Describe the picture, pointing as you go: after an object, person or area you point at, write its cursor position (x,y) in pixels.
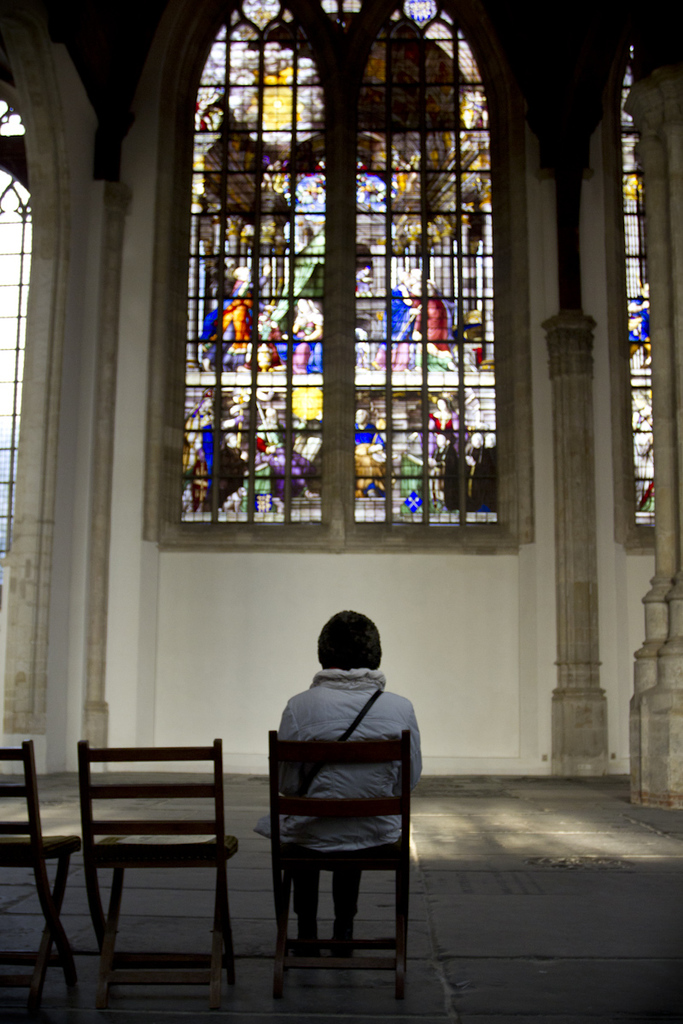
There is person (364,821) sitting on the chair (347,758). We can see chairs (112,836). This is floor (476,869). On the background (390,608) we can see wall (228,594), window (276,210), pillar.
